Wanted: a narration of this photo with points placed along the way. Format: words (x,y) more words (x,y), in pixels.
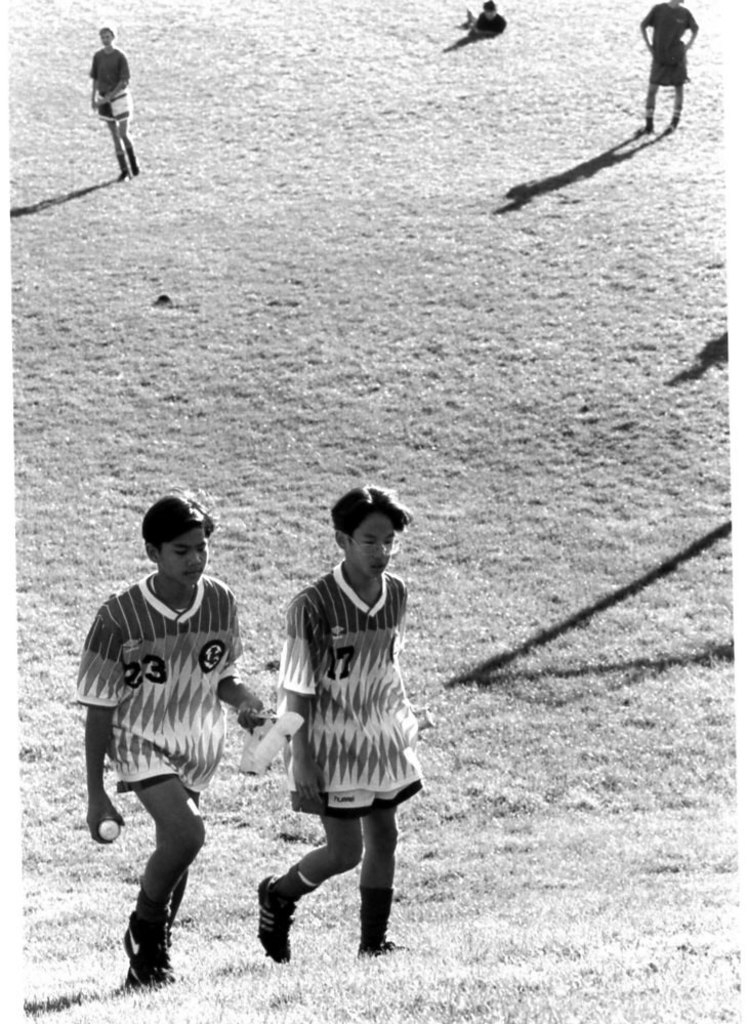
In this black and white picture, there are people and grassland (399,367).
